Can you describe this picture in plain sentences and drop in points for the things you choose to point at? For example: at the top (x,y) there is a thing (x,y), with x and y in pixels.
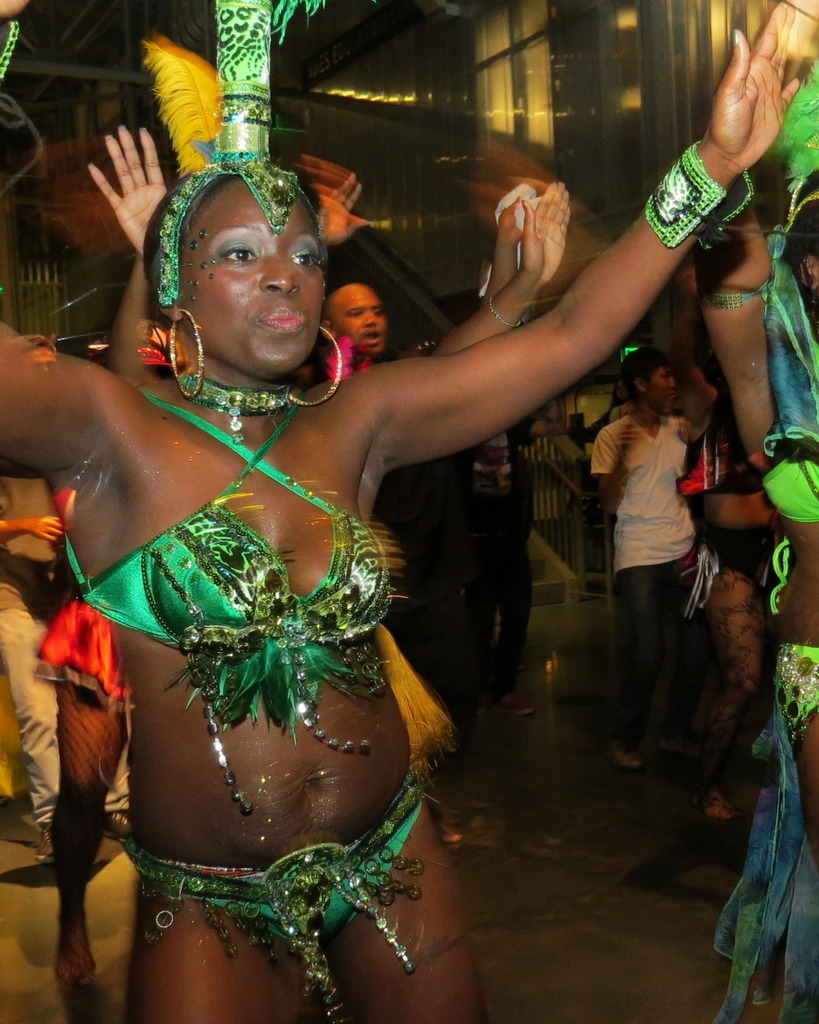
In this image we can see a group of people (713,497) standing on the ground (754,697). One girl (325,737) is wearing a costume (359,889). In the background (609,593), we can see a staircase (557,569) and a building (647,152).
